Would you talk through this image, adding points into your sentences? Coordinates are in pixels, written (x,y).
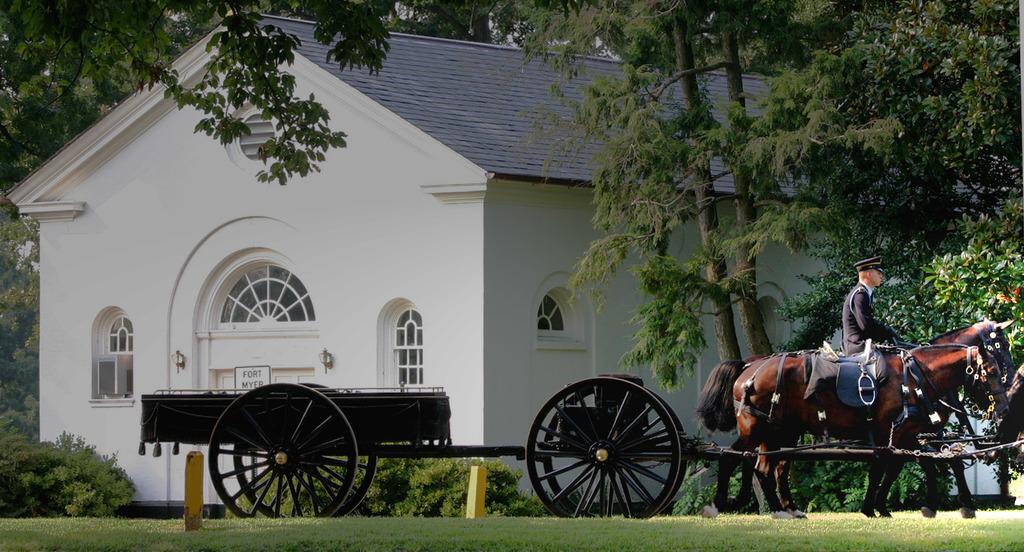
In this picture we can see a horse cart (568,400), there is a person (858,341) sitting on a horse (892,362), at the bottom (684,516) there is grass (591,531), we can see a house (537,222), trees (795,148) and plants (377,499) in the background (409,340), we can see windows (413,354) here.
